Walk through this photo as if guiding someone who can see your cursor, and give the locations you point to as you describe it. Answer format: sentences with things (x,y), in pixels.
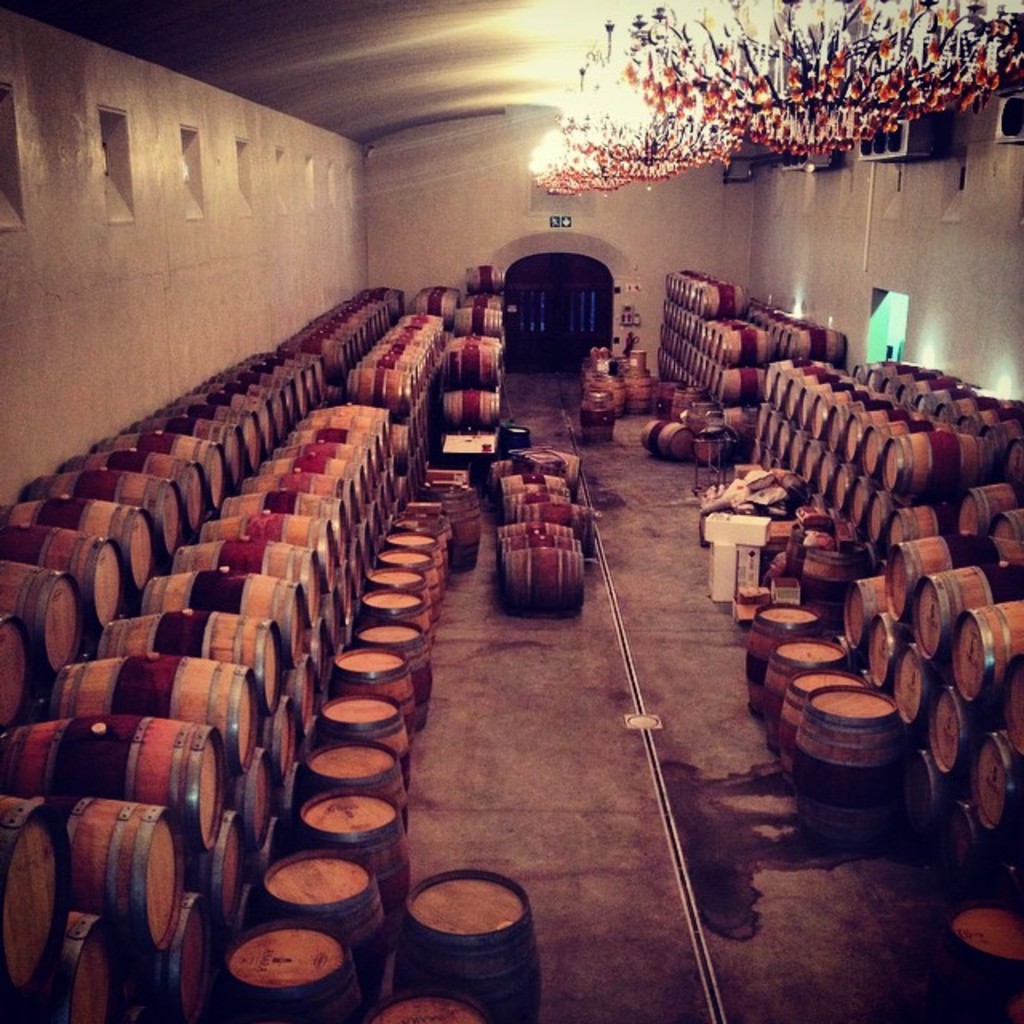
In this picture there are many barrels (312,390) on both sides of the room (511,350). There are three white boxes (725,557) to the right side (730,545). Three chandeliers (688,117) are found on top right (702,142). There is an arrow sign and arch (575,241) in the middle of the image (557,366).
